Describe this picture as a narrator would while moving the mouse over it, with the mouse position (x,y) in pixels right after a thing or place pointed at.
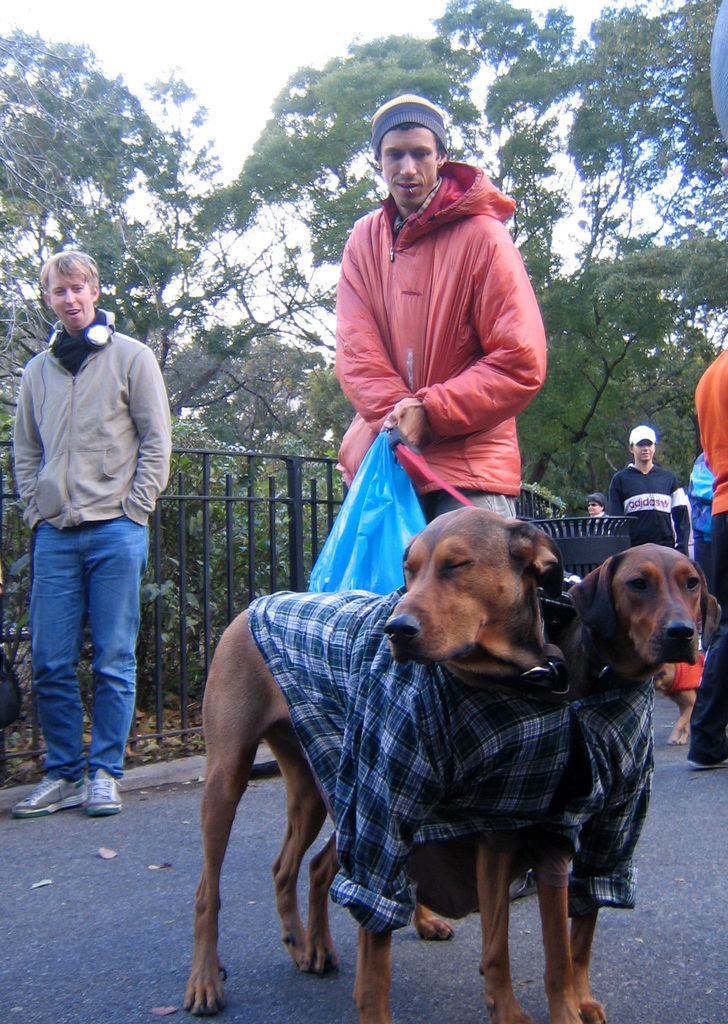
This picture is taken on the road side (282,980), In the right side of the image (518,807), There are two dogs (426,856) which are in brown color and in the middle (465,394) there is a man (451,363) standing and holding the dogs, In the left side (113,641) there is a man (89,485) standing and looking at the dogs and in the background (534,225) there are some trees (274,119) and there is a sky (562,100) which is in white color.
